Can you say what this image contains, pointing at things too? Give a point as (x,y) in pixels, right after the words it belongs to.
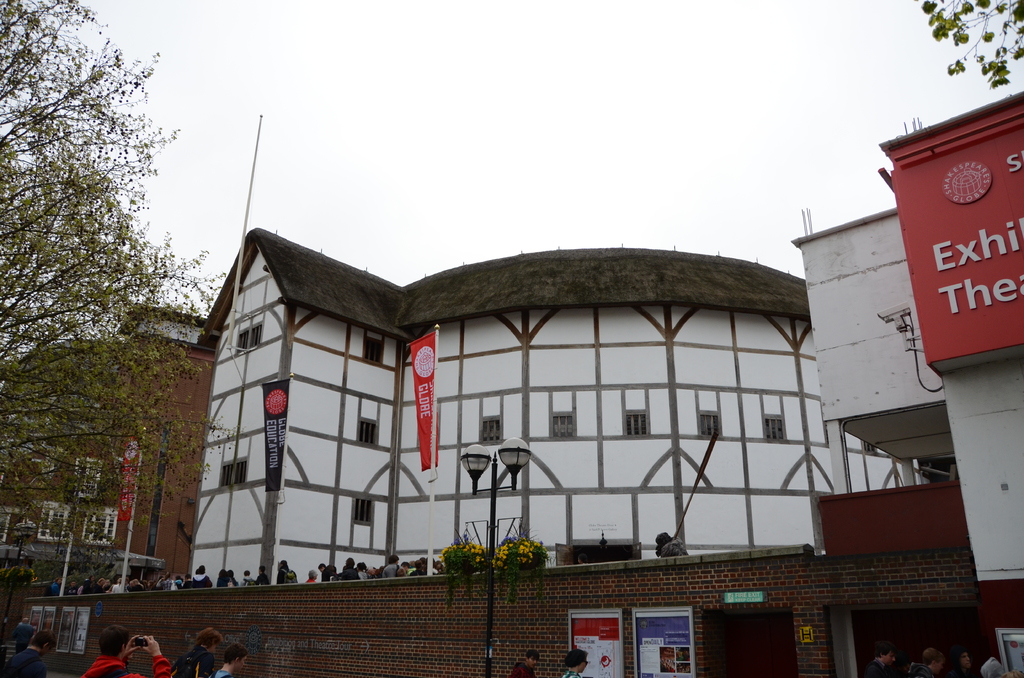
This picture is clicked outside. In the foreground (175,635) we can see the group of people (22,665) seems to be standing and we can see the text (653,643) on the boards (646,620) and on the flags (430,383) and we can see the lamp post (495,455), tree (87,436), flowers (463,556). On the left (122,650) there is a person (126,649) holding an object (143,644) and standing on the ground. In the center (653,427) we can see the buildings (708,399) and the fence (447,622) and we can see the group of people (225,579) and some other objects (73,539). On the right (904,316) there is a wall mounted camera (885,319). In the background (588,81) we can see the sky (545,113).
